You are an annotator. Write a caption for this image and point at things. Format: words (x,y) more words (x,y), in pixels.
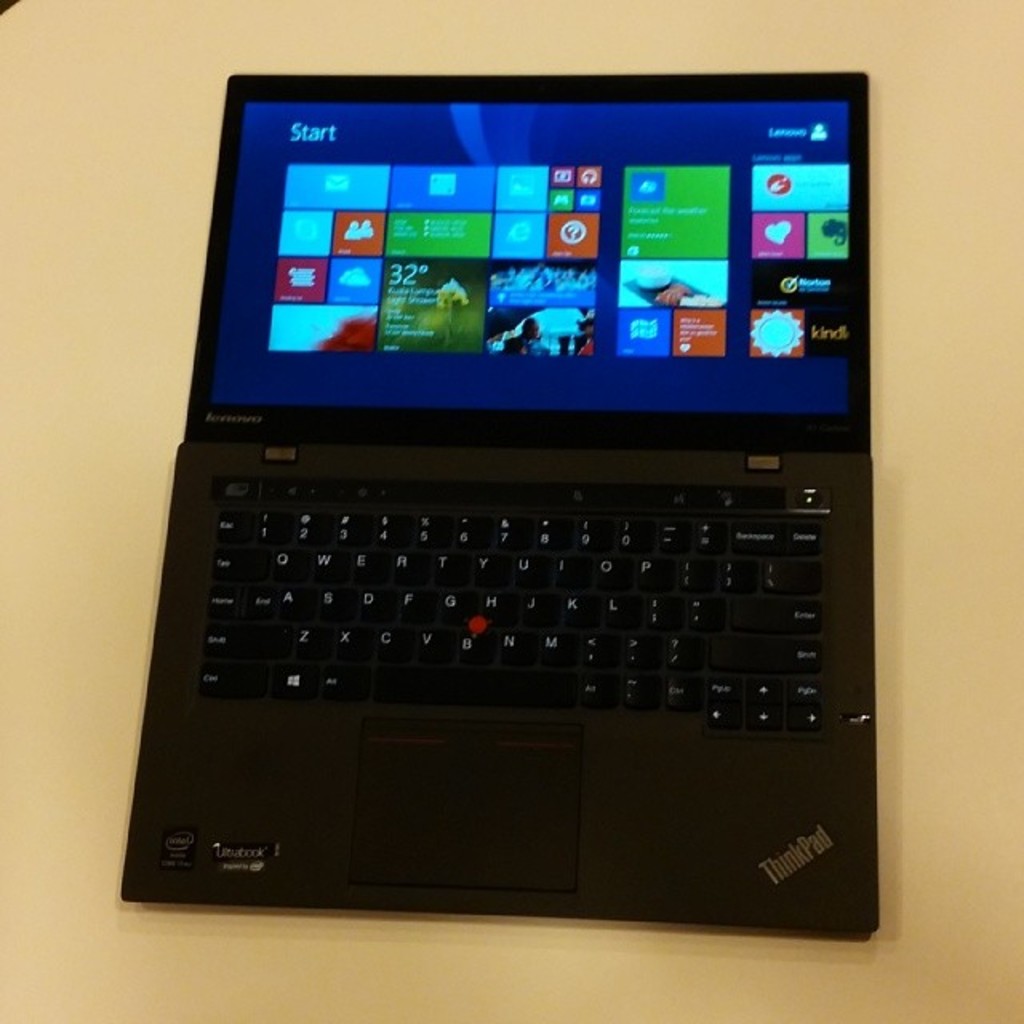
In the picture we can see a laptop (814,854) which is placed on the cream color surface (978,334) and the laptop (782,854) is black in color with keys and a screen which is blue in color with some options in it.
